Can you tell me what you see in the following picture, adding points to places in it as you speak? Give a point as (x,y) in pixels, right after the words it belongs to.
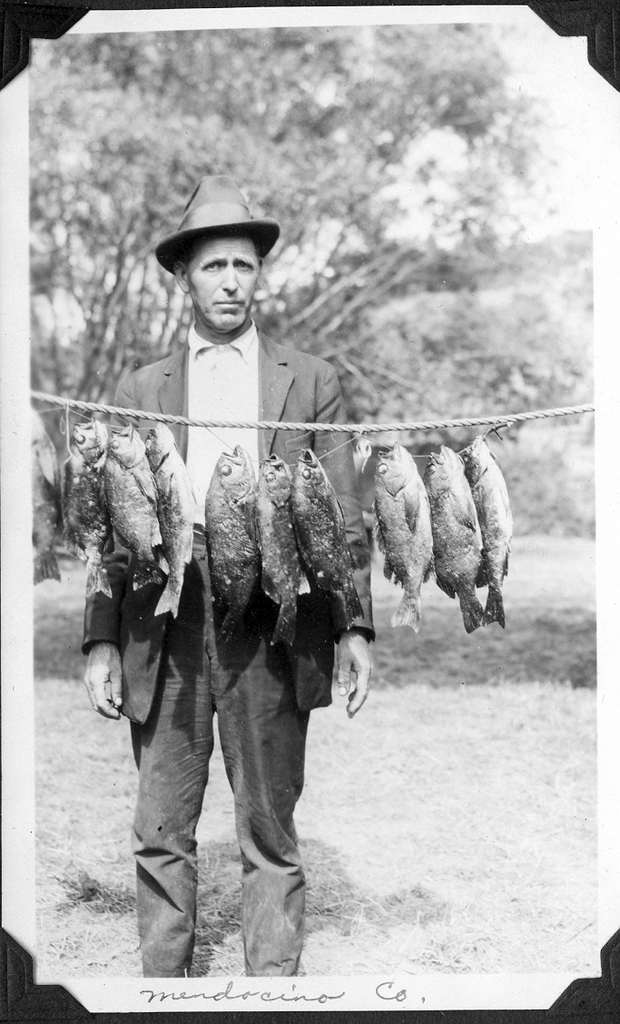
This picture consists of a photograph in the image, in which there is a man (335,393) who is standing in the center of the image (292,361), there are fish (271,464) on the rope (99,406) in front of him and there are trees (429,417) in the background area of the image (311,254).
